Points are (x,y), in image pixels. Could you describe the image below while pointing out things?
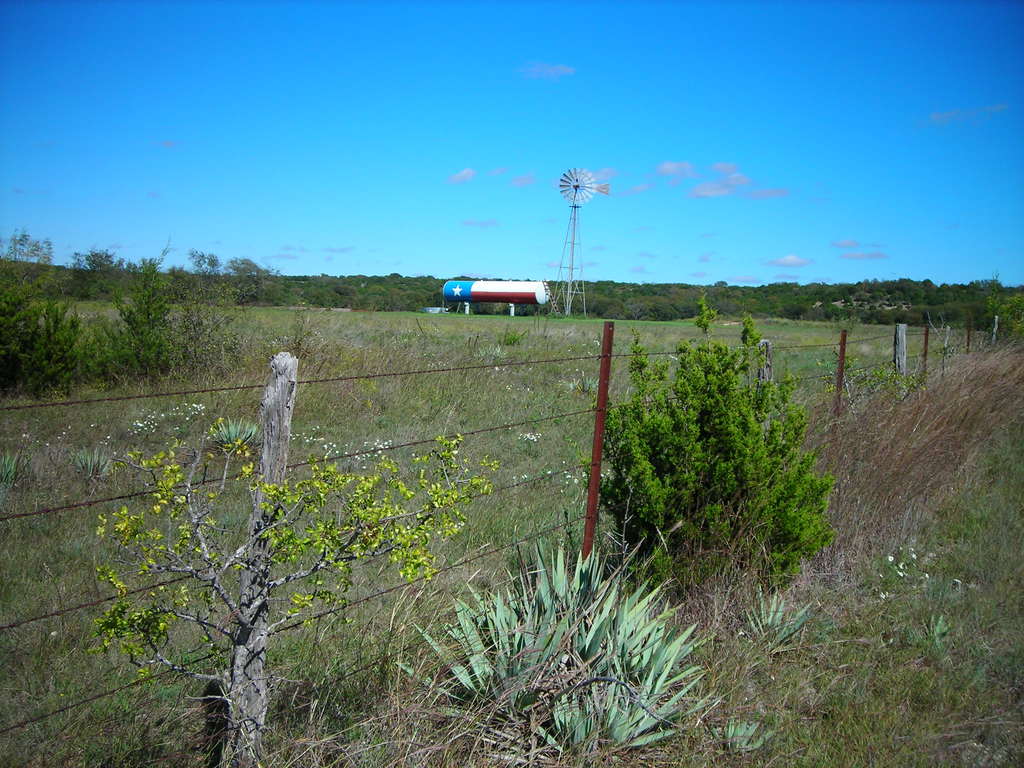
In this image I see few plants (592,556) over here and a fencing (606,404). There is a tanker (520,295) and a tower (574,242) in the background (507,298) and the sky (366,115) seems to be pretty clear.
